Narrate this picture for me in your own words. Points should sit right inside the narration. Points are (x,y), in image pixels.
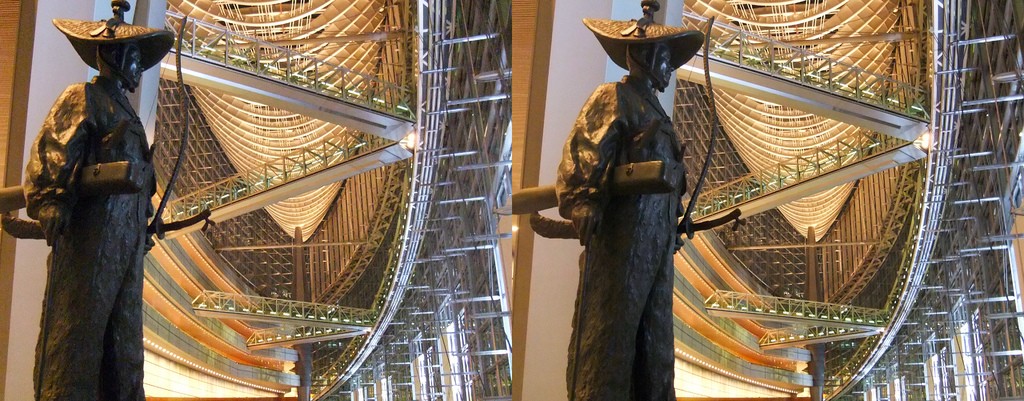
This picture is a collage of two images. I can observe two statues (103,166) in these images. In both of the images I can observe bridges (781,313). On the right side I can observe metal rods (434,333) in these images.
